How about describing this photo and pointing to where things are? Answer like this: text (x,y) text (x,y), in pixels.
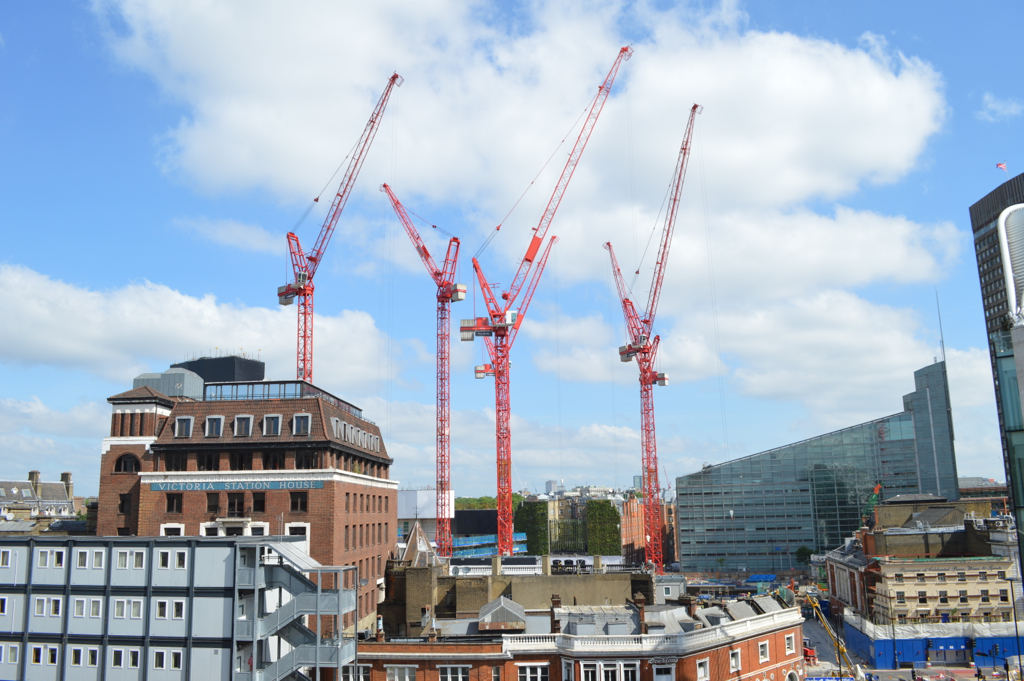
In the picture we can see some buildings (2,616) with windows (535,675) and behind it, we can see some crane poles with wires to it and beside it, we can see a building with glasses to it and in the background (479,517) also we can see many buildings (619,497) and sky (672,271) with clouds (536,101).
